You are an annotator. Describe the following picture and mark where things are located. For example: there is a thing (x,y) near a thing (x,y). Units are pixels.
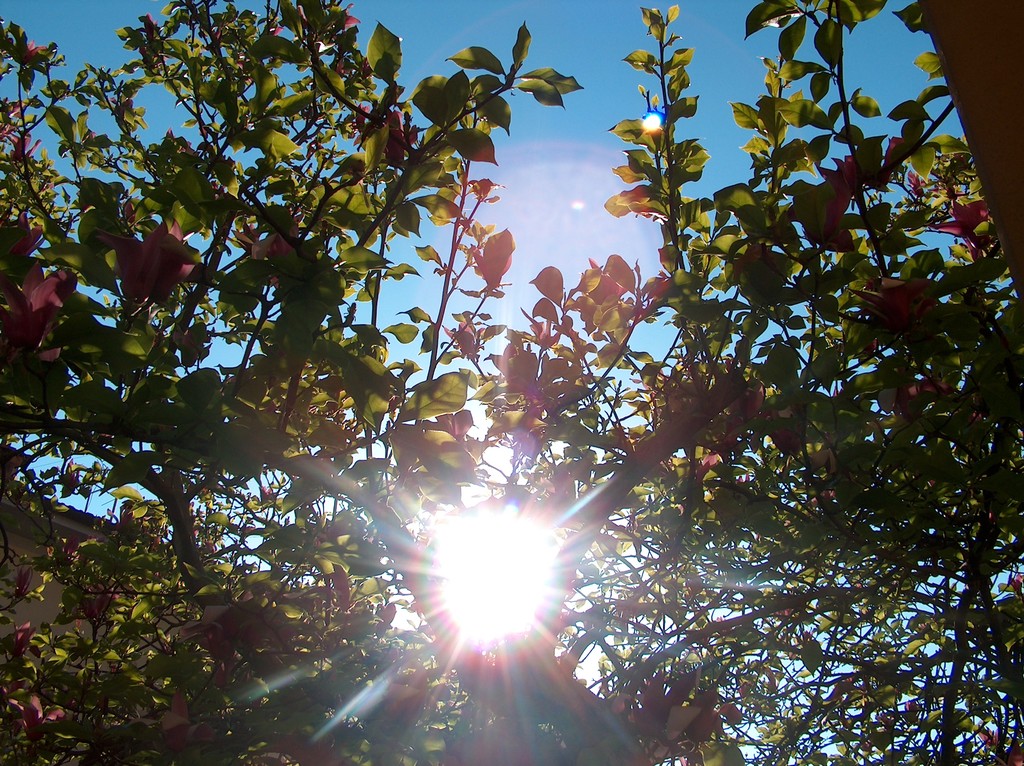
In this image we can see group of leaves (675,508) on the branches (590,615) of a tree (524,662). In the background (509,581), we can see the sun (496,574) in the sky (543,147).
